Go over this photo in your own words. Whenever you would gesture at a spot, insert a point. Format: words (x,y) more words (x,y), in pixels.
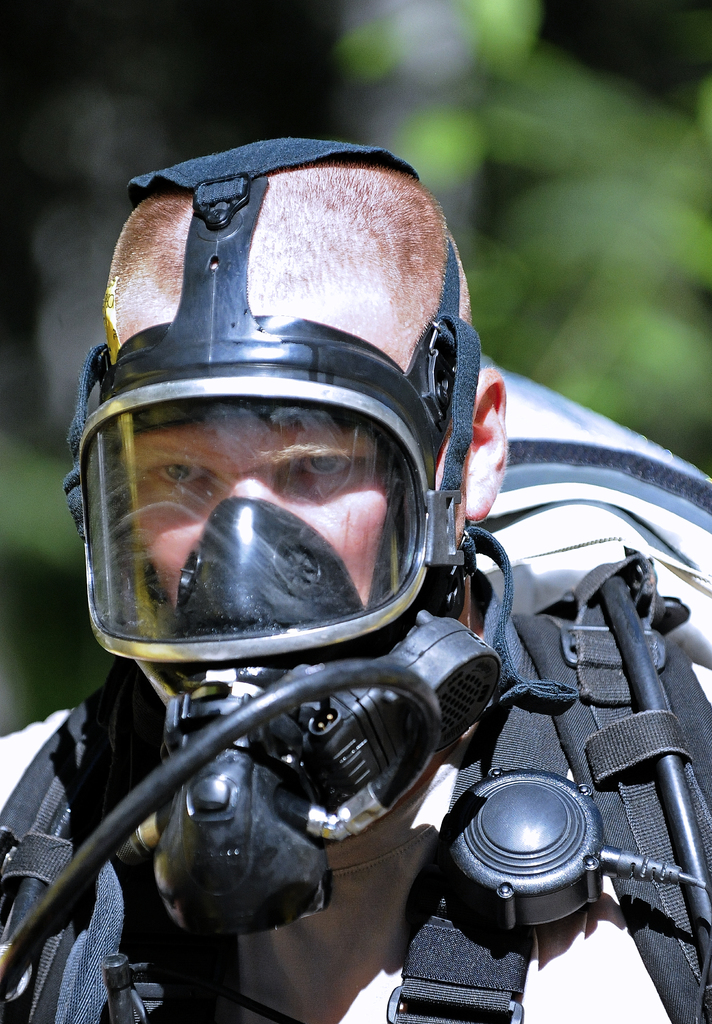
In the center of the image (328,428) a person (261,577) is wearing a suit (347,945). In the background (289,59) the image is blur.
